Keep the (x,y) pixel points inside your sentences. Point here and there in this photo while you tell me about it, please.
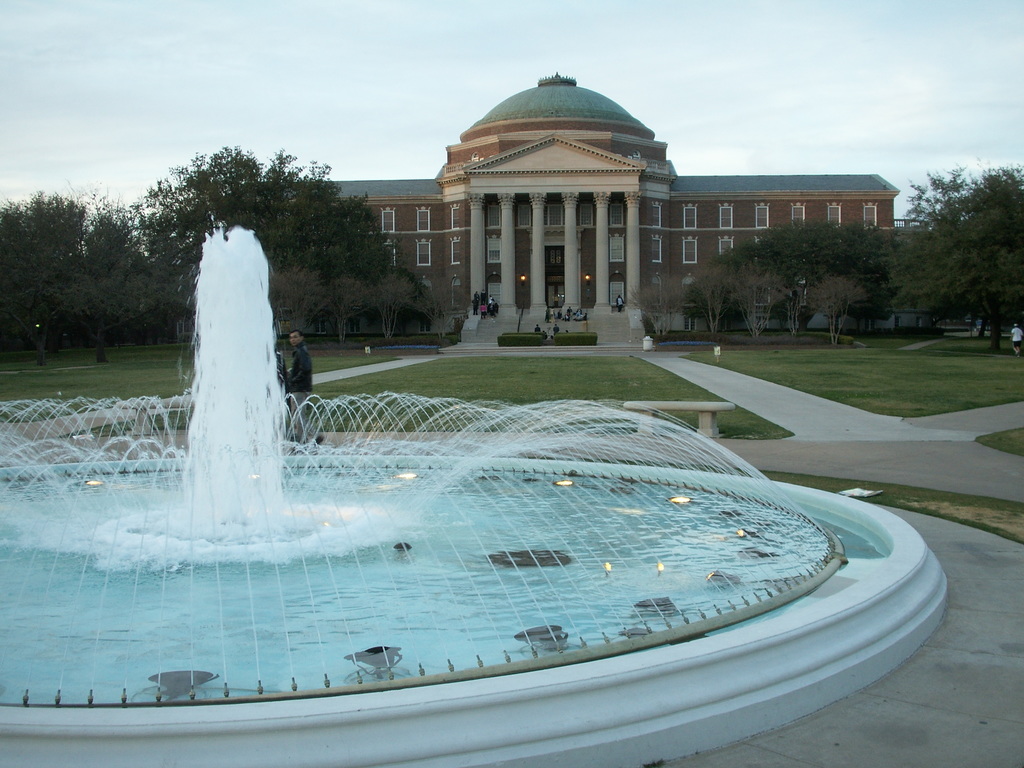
In this image, we can see a water fountain (429,559), lights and walkways (1004,591). Background (1009,343) we can see few people (1022,336), grass (1012,360), trees (53,341), stairs (495,332), plants (725,335), building (389,243), walls (666,266), windows (617,255), pillars (634,248) and sky (394,48).
